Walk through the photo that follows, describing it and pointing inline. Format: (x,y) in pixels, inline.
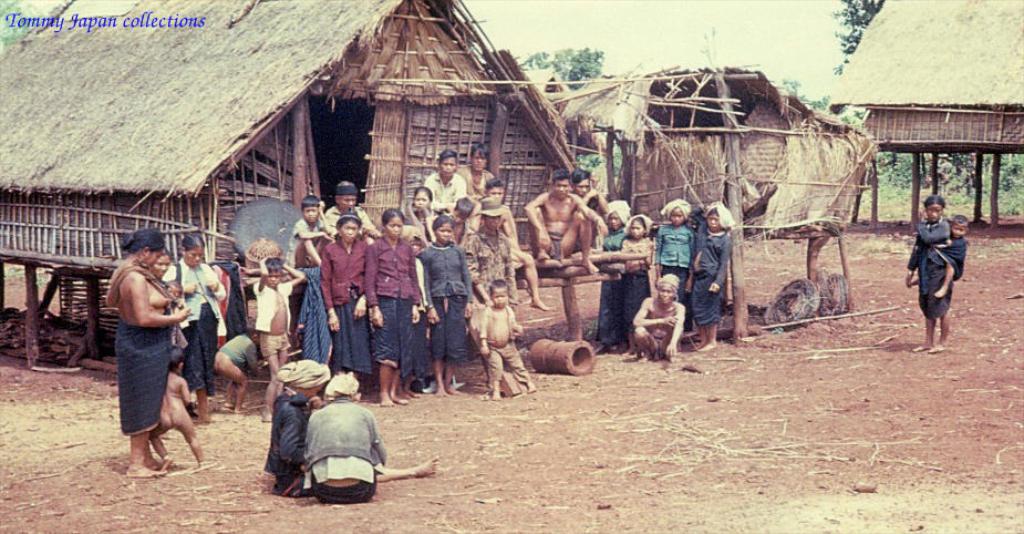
In this picture I can see a group of people (675,226) at the center (672,198), behind them there are huts (523,176). In the background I can see few trees (616,162), in the top left hand side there is the text (174,16).
